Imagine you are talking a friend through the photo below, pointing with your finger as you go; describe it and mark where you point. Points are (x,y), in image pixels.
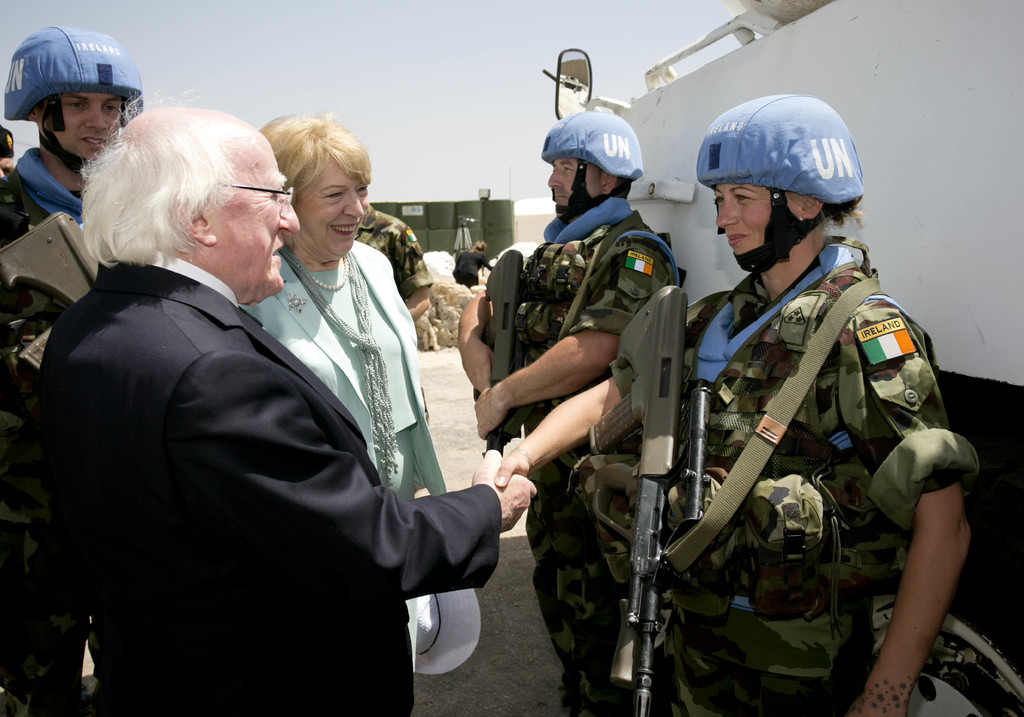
In this picture we can see a group of people (607,502) standing on the ground (453,486) and we can see sky (380,128) in the background (323,107).
